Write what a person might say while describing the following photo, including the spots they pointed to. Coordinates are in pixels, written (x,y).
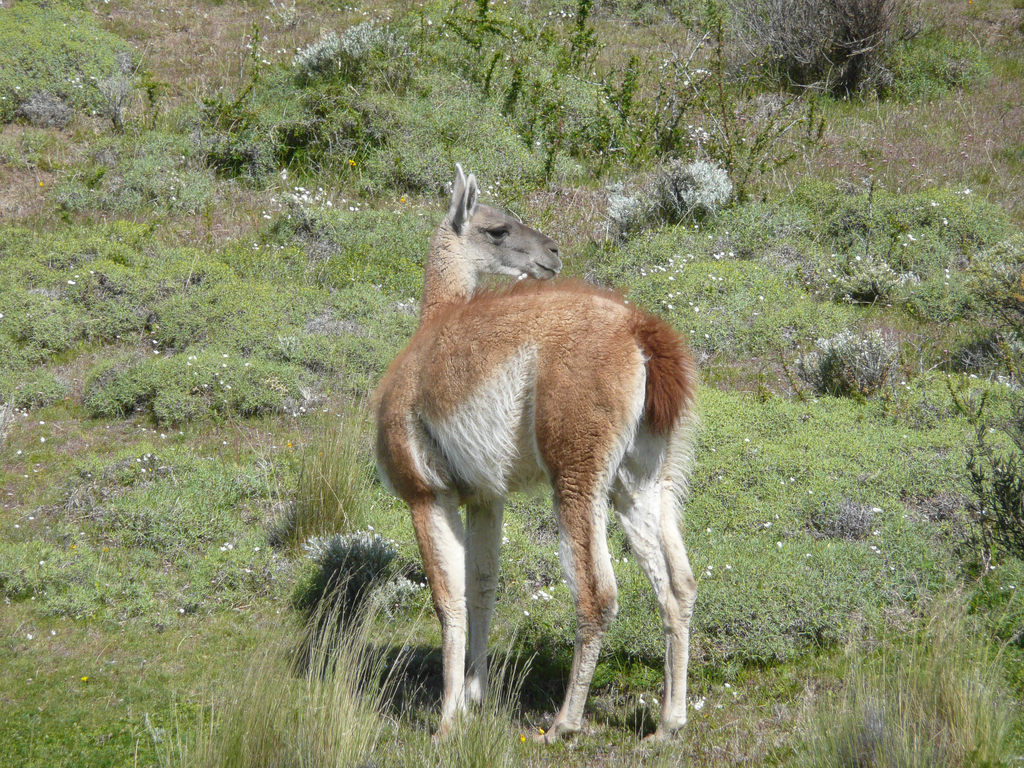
As we can see in the image there is grass (221,202), plants (1005,251) and an animal (462,451).
